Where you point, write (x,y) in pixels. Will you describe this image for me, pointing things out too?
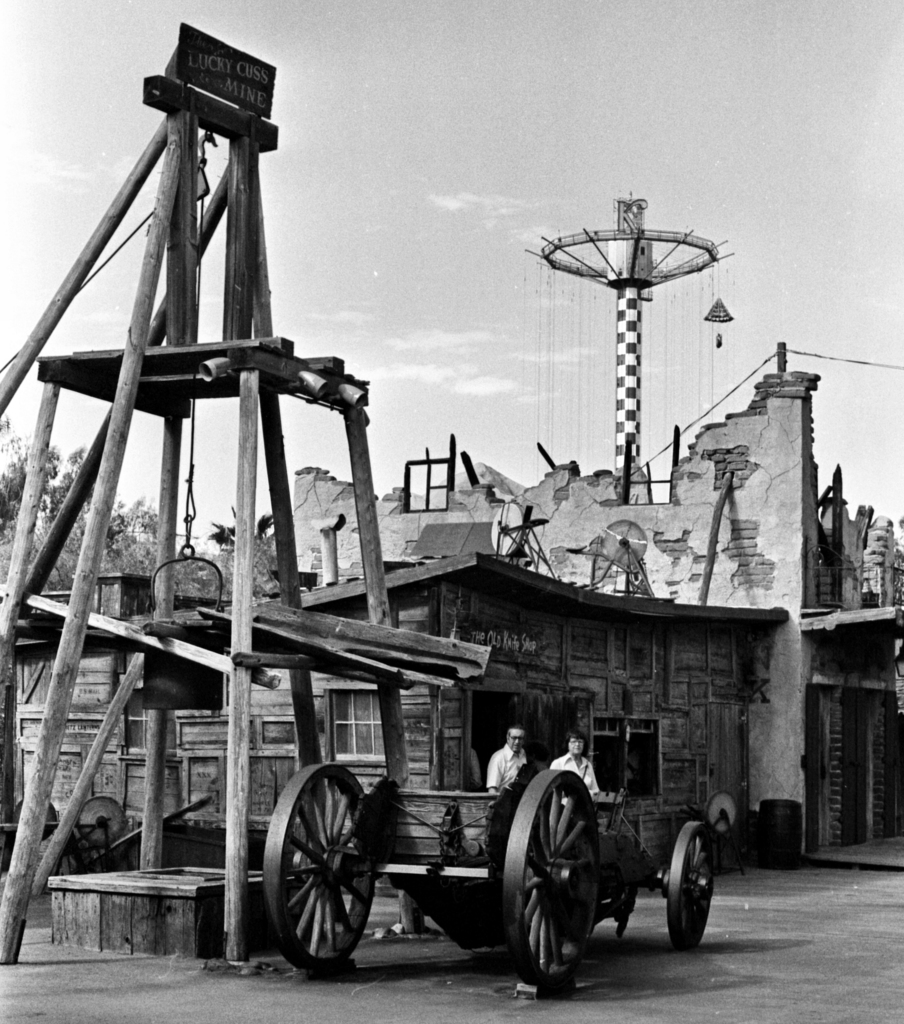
In the middle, there are two persons (506,756) in a vehicle (611,795). Beside this vehicle (422,898), there is an object (166,660) hangs from a hanger (178,156). In the background (332,726), there is a tower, there are buildings (673,494), there are trees (134,527) and there are clouds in the sky (648,95).
